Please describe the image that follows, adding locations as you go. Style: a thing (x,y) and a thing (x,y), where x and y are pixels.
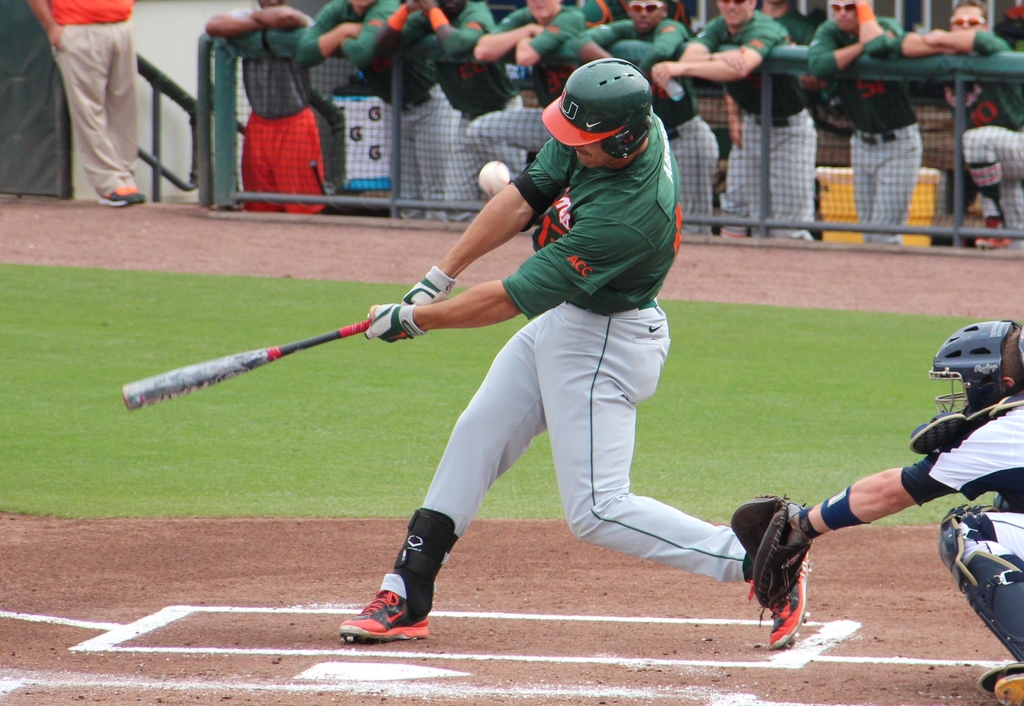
In the picture I can see a person (618,243) wearing green color helmet (574,133) is standing and holding a baseball bat (218,375) in his hands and there is a ball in front of him and there is a person (976,465) standing behind him in the right corner (989,449) and there is a fence (229,43) and few persons (460,38) in the background (412,12).
